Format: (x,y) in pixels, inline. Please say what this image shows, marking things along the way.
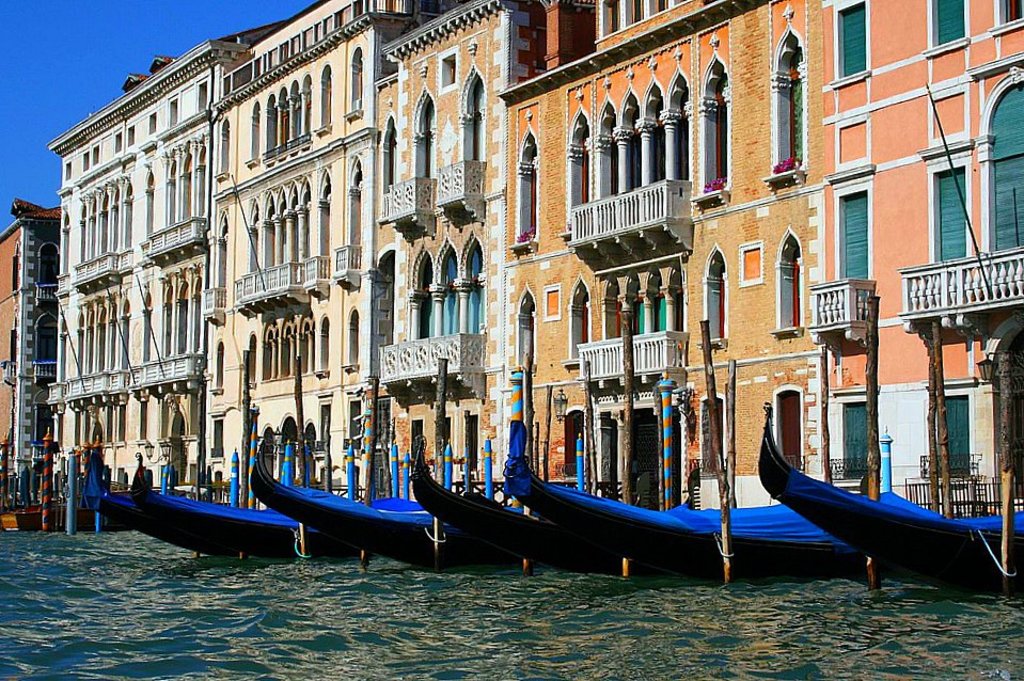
In this picture there are buildings (565,233). In the foreground (450,479) there are boats (552,500) on the water (64,548) and there are wooden poles (302,529). At the top (125,56) there is sky (112,68). At the bottom (566,669) there is water (400,593).
